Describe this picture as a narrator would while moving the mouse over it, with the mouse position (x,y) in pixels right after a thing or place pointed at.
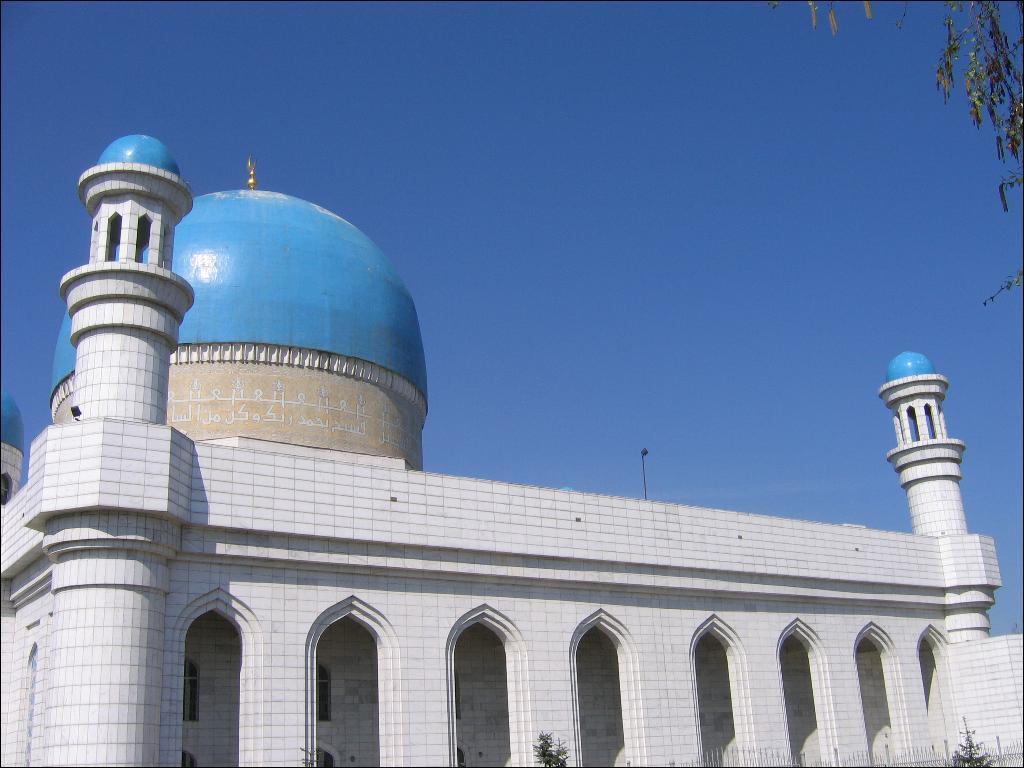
In this image we can see a mosque (434,563), there is a tree (1013,114) and some plants (982,760), also we can see the sky (697,333).
